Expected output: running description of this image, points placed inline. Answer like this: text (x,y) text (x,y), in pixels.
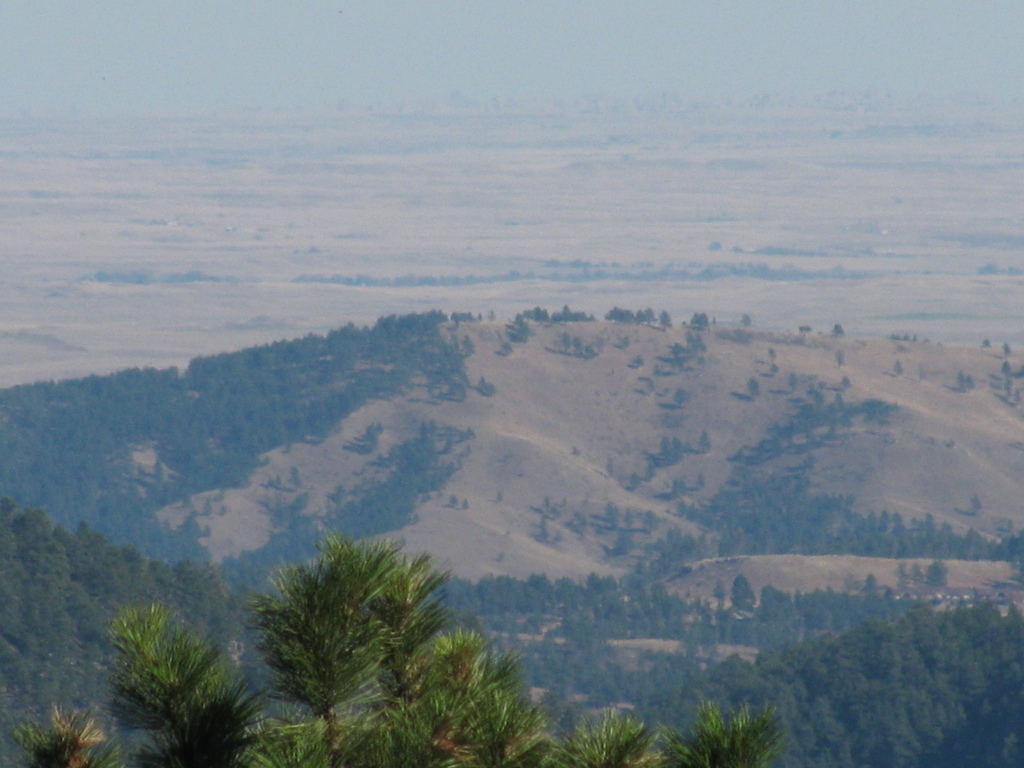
In this image I can see few trees (407,672) which are green in color. In the background (729,611) I can see few mountains (583,446), few trees (427,453) on the mountains (610,441) and the sky (473,54).
